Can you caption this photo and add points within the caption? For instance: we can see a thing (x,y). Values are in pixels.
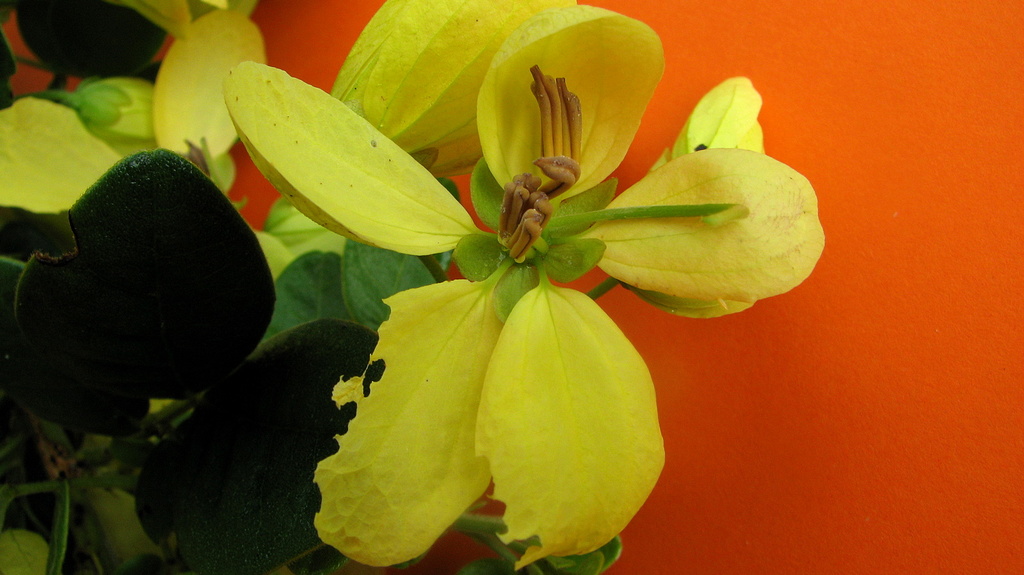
In this image I can see few flowers (448,295) in yellow color, leaves (347,307) in green color and the background (762,496) is in orange color.
